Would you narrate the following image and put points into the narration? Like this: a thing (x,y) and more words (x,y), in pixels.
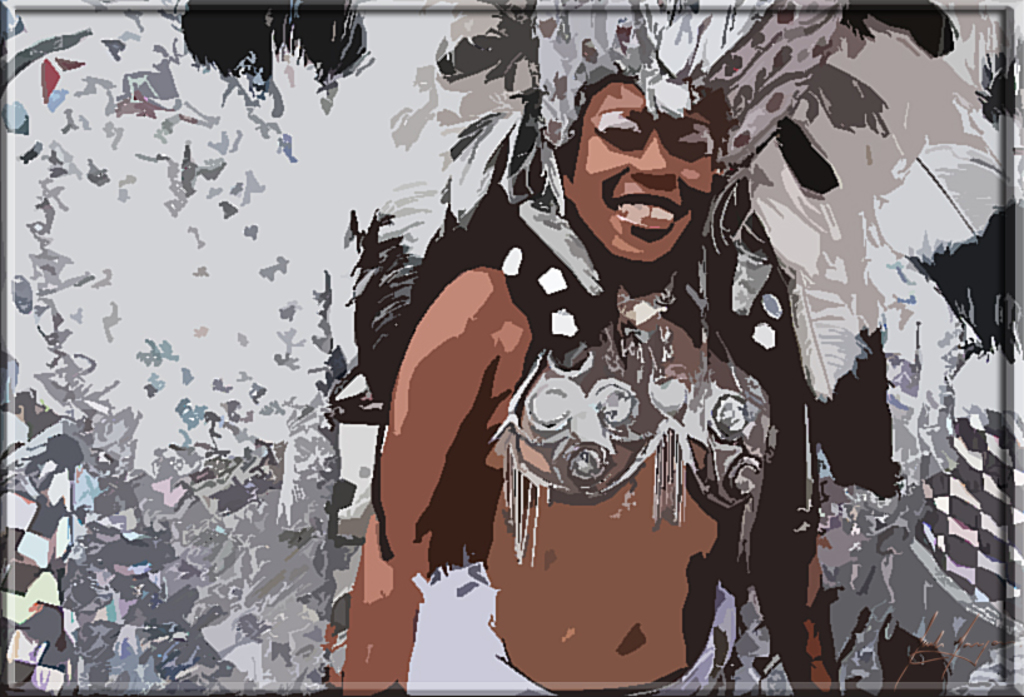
There is an edited image of a woman (565,357) wearing carnival costume (599,400).
